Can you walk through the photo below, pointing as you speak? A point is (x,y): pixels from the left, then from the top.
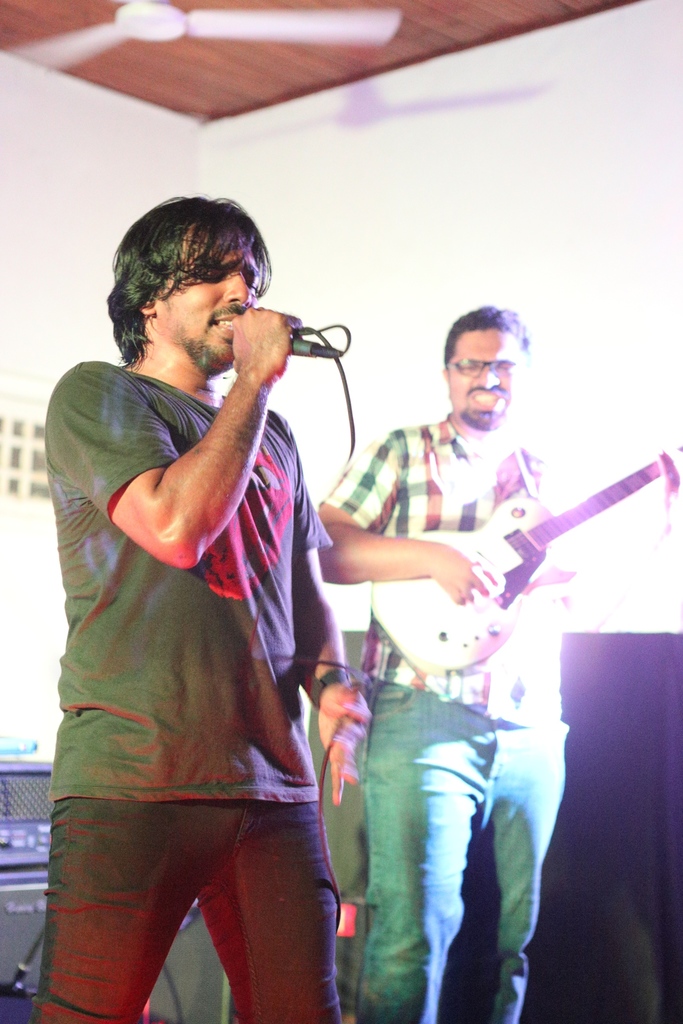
In this image there are two persons (314,586), one is holding microphone (311,347) and he is singing and other one is playing guitar (527,554). At the top (225,18) there is a fan (247,27) and at the right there is a wall (365,176) and at the back side of the person (51,793) there is a device (30,801).
